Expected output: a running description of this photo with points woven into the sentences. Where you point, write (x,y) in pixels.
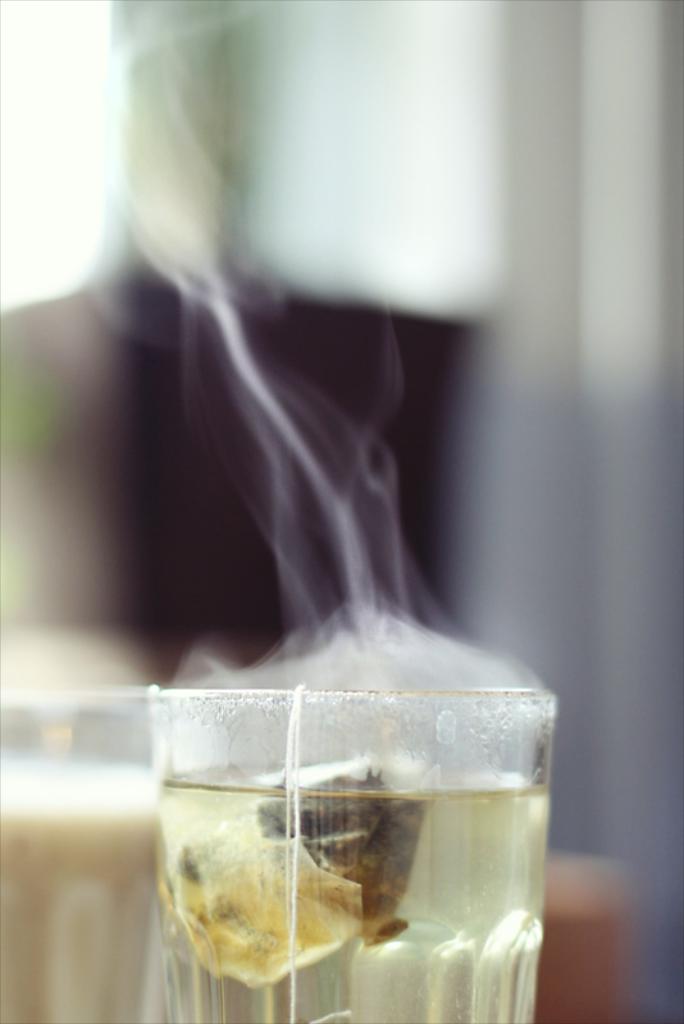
In this picture I can see the glass cup (426,846) and tea bag (384,860) in it. Beside that I can see the tea glass (69,840). In the background (391,438) I can see the blur image.
